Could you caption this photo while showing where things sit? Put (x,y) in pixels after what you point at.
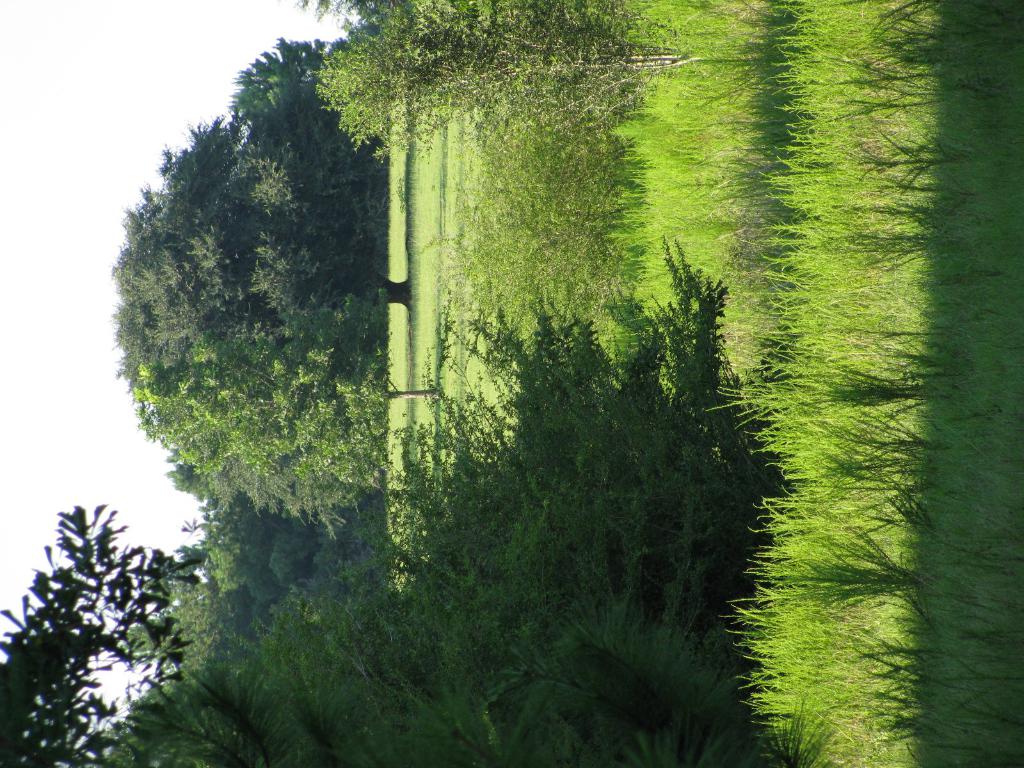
In this image in the middle (511,350) there are trees (304,450), plants (479,225), grass (743,245) and sky (122,405).
